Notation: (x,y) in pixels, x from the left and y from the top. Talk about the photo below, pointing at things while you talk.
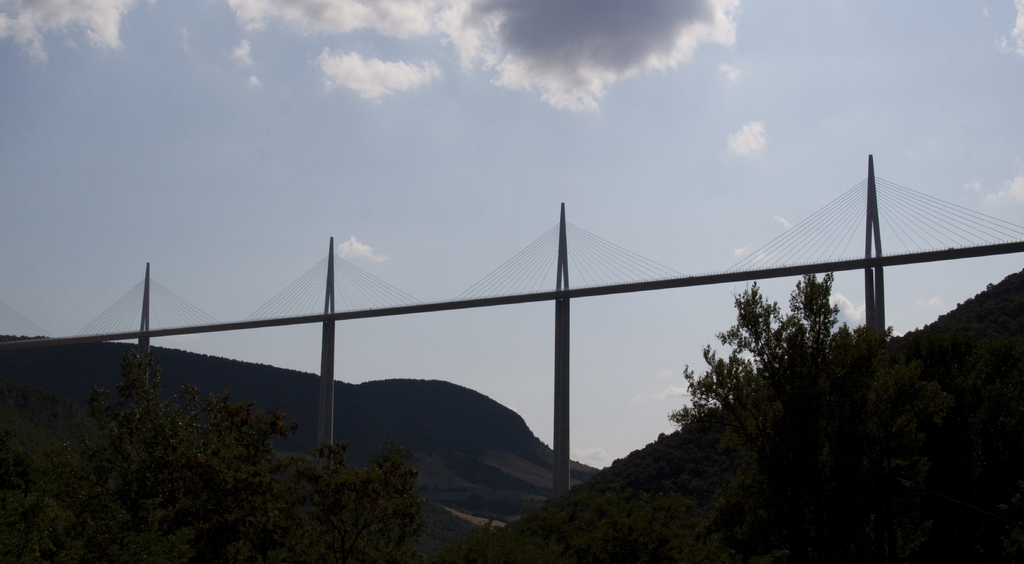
In the image we can see there are trees (943,471) and there is a bridge (737,276). Behind there are hills (386,388) and there is a pillar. There are clouds (398,70) in the sky (389,25).
